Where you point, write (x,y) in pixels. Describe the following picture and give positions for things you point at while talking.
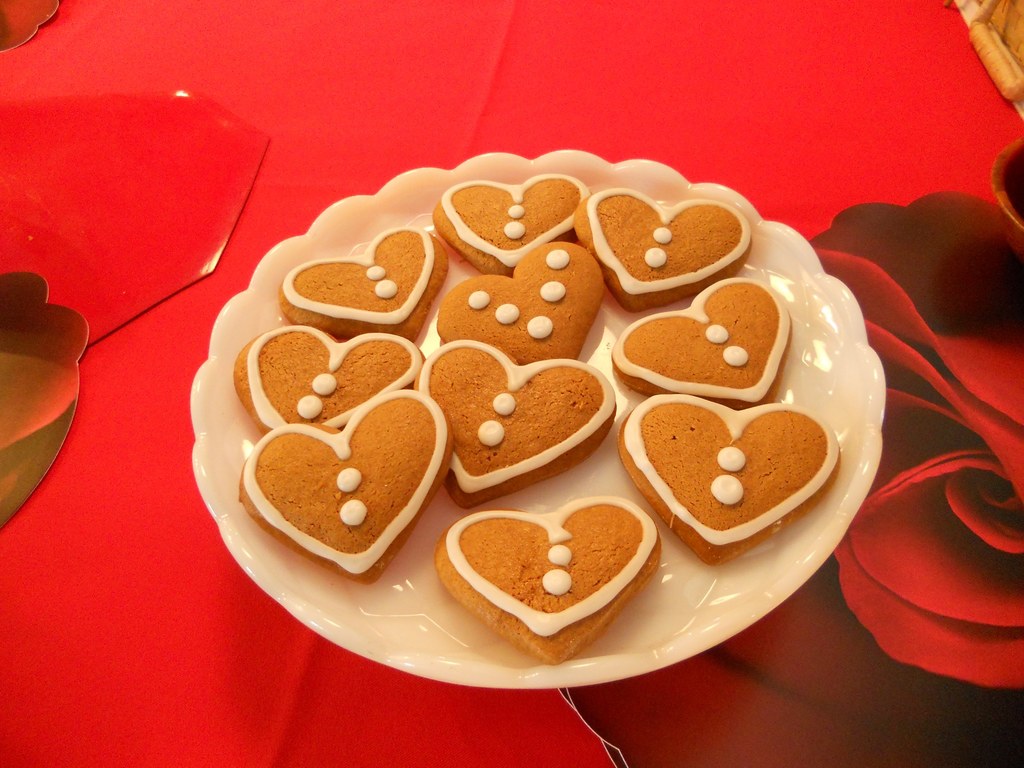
In this picture I can observe cookies (624,454) in a plate (428,536).
